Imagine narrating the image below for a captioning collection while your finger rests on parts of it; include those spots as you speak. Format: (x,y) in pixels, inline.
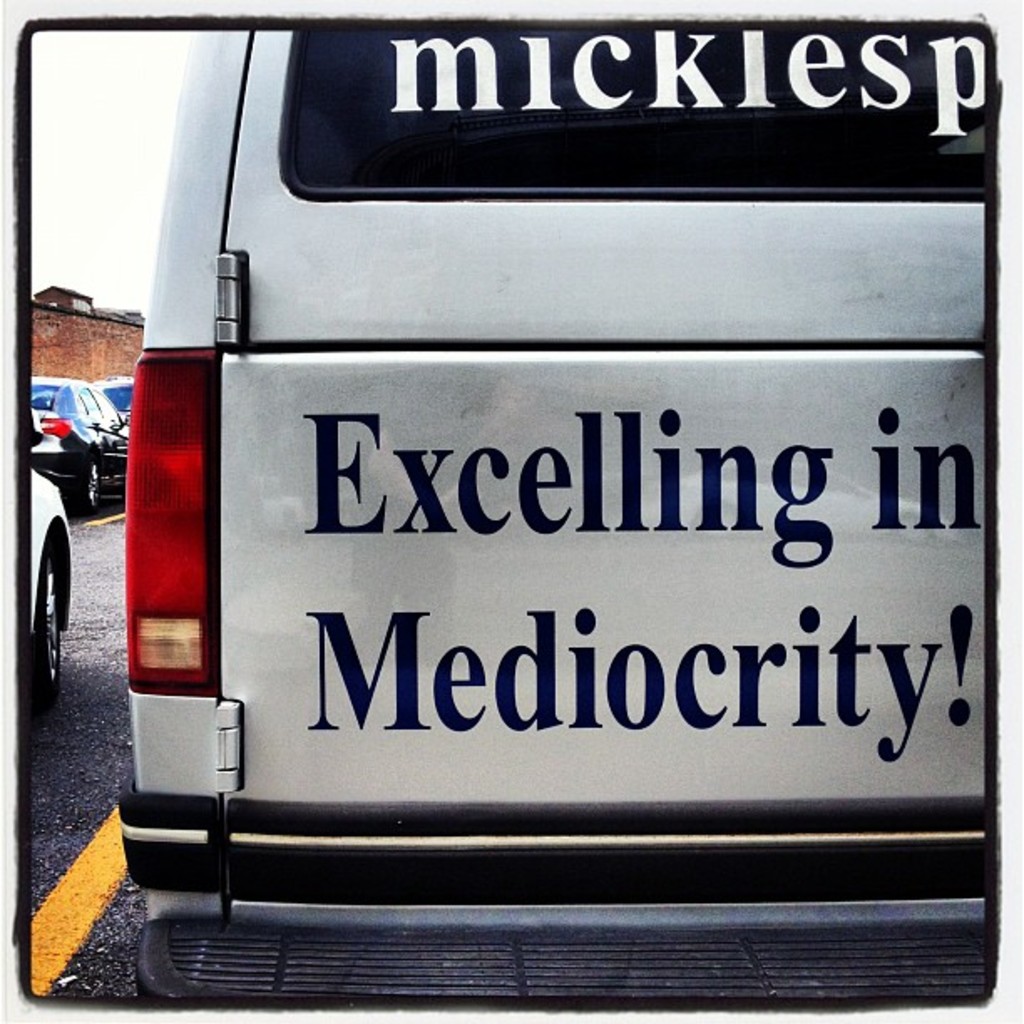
In the picture we can see a backside (508,761) of the car (921,284) with wordings excelling in mediocrity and beside it we can see a stop light (173,464) of the car (865,375) and besides we can see some cars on the road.
